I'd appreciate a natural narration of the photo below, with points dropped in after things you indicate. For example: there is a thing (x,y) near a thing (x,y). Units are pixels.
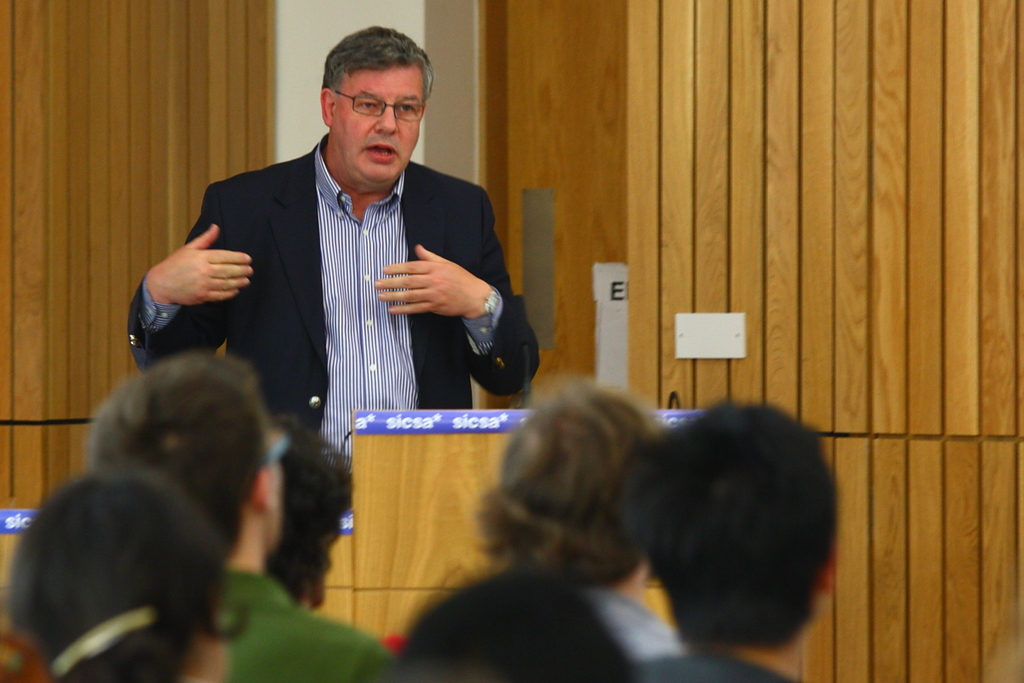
This is an inside view. Here I can see a man (259,294) wearing black color suit (286,261), blue color shirt (352,257), standing in front of the podium (408,429) and speaking. At the bottom of the image (276,630) I can see few people (299,568) are looking at this man (360,231). In the background (761,113), I can see a wall (759,87) made up of wood (734,59).
